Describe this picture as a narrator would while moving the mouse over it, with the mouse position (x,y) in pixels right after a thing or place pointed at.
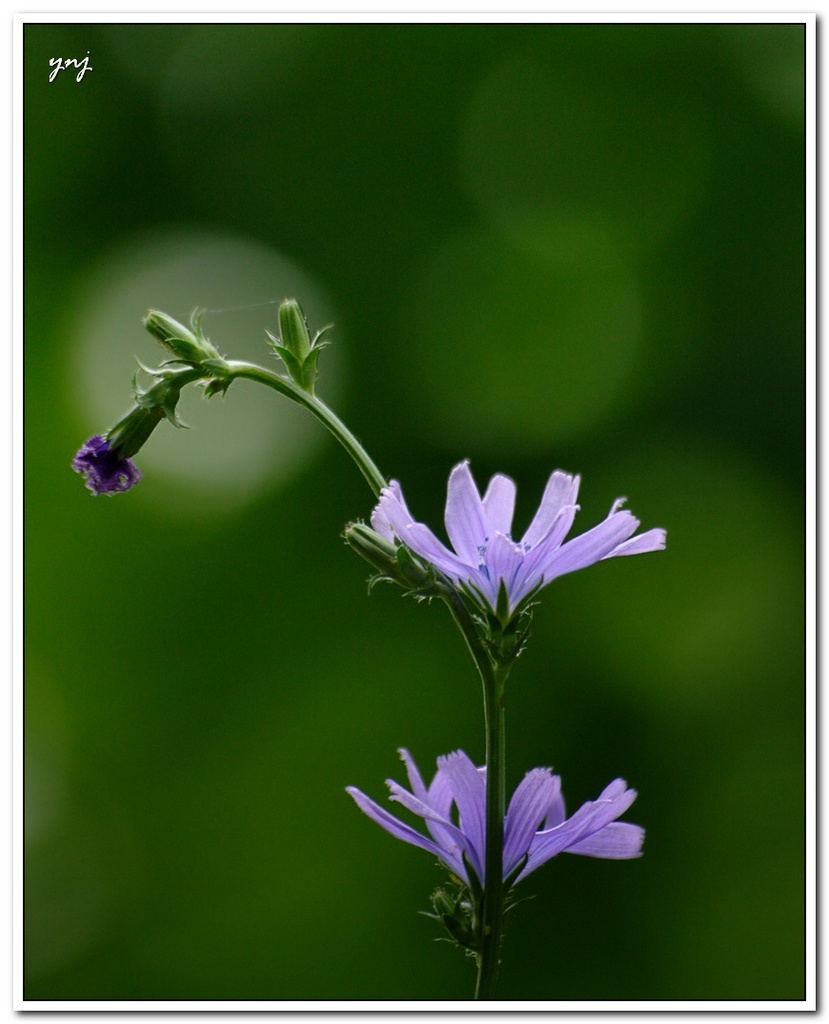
In the image we can see there are flowers (498,555) on the plant (478,641). The flowers (495,569) are in purple colour and background of the image (541,341) is blurred.
